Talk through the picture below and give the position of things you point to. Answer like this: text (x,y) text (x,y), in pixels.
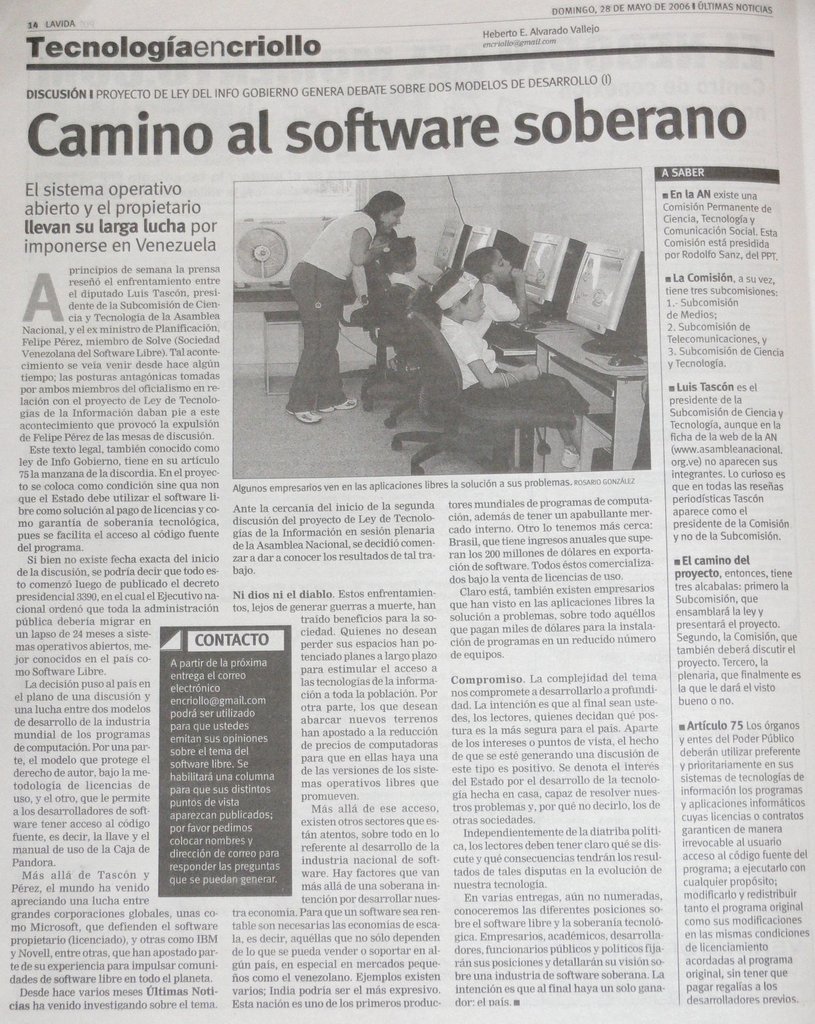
In this image I can see a newspaper (202,133). On this paper (432,415) there is an image (432,415) and some text (485,596). In the image (530,394) I can see few children (394,269) are sitting on the chairs (433,369) and looking at the monitors (531,269) which are placed on the table (580,366) and there is a person (314,318) standing. This is a black and white image.
